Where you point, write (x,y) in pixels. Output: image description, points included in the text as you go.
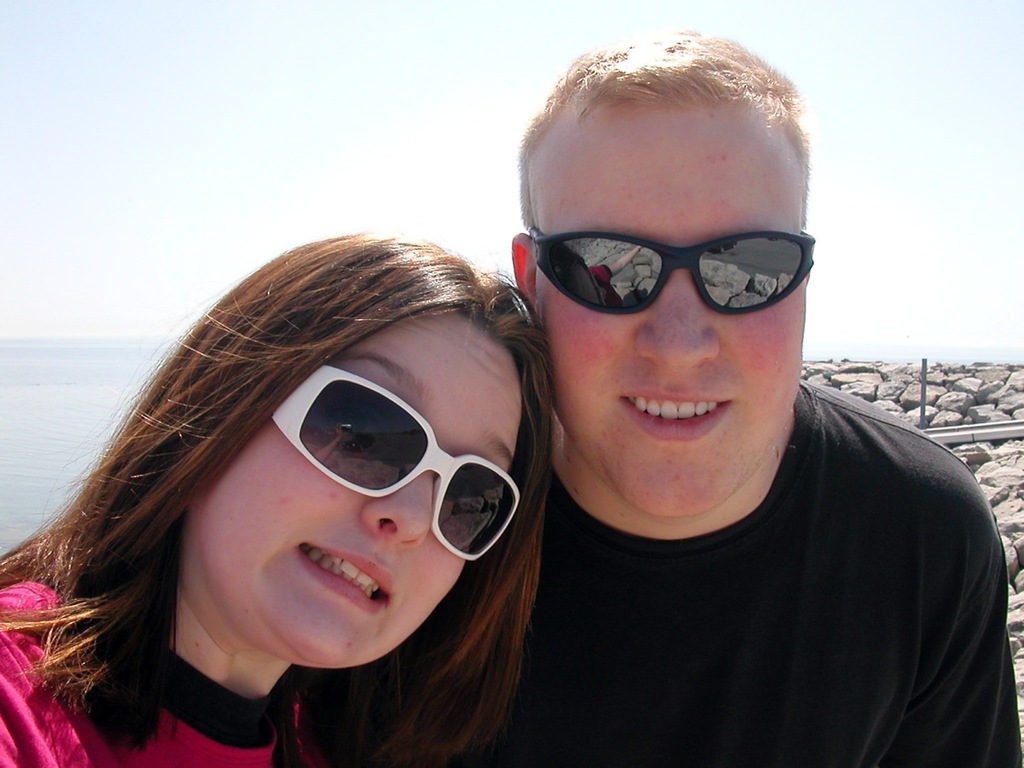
In this image there is a man (626,635) and a woman (171,703) wearing glasses (395,448), in the background (958,397) there are stones (915,383), sea (59,421) and the sky (830,87).
